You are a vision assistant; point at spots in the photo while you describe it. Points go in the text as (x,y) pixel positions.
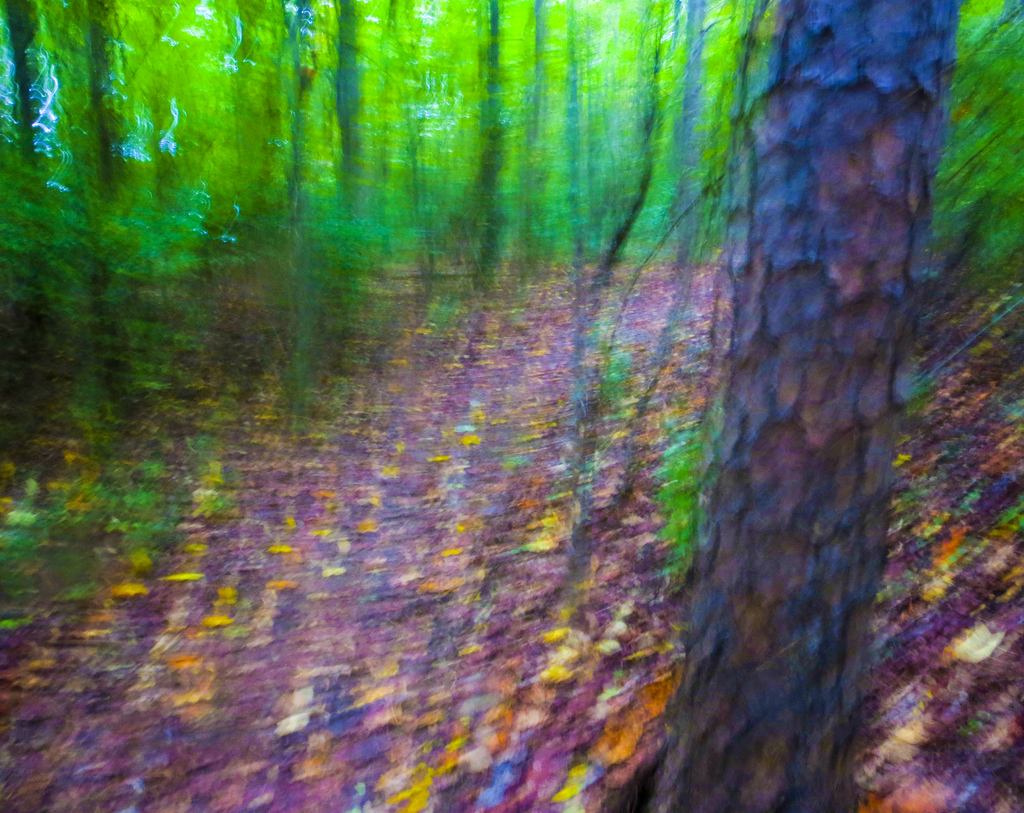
In this image I can see the blurry picture in which I can see the ground (446,456), few leaves (324,496) on the ground (403,576) and few trees (633,213) which are green in color.
